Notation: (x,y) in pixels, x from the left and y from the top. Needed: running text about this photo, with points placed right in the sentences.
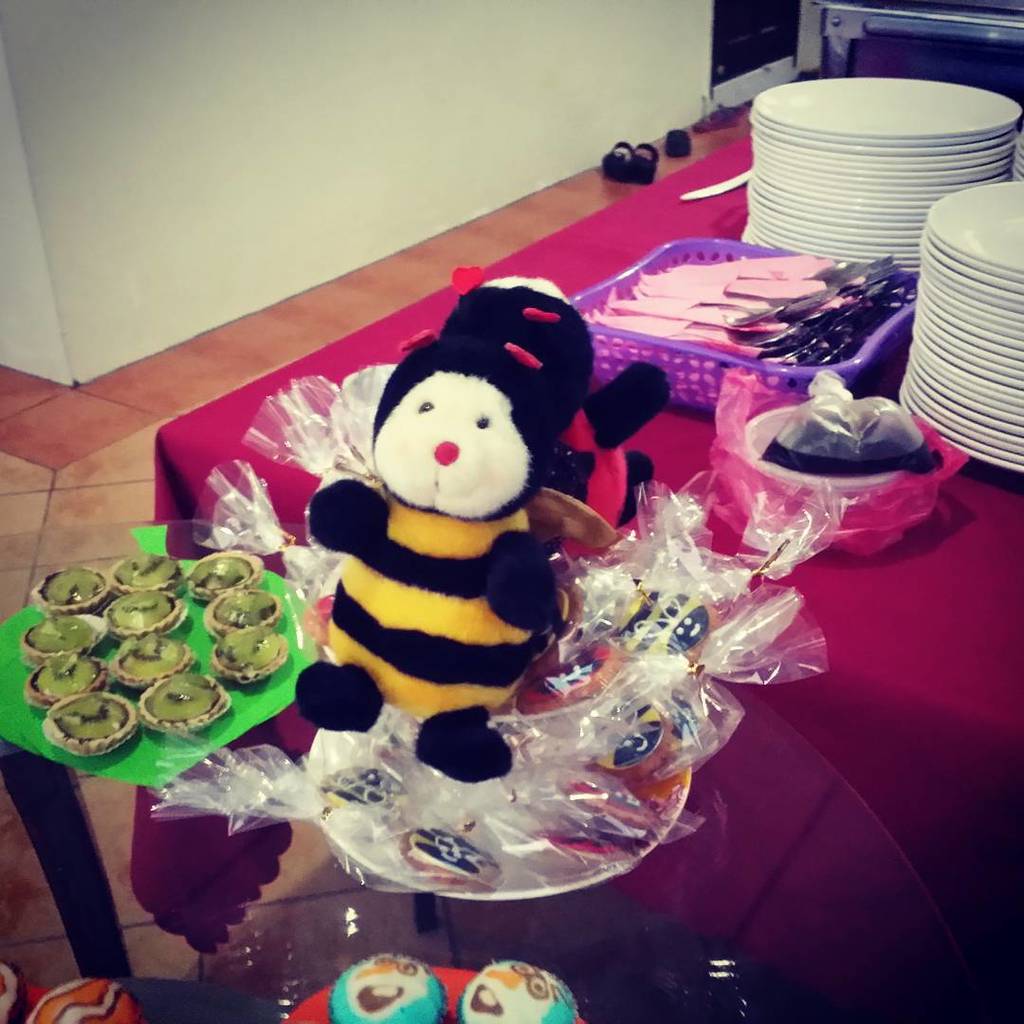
In this image we can see there is a toy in the foreground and on the right side (861,106) there are many plates (979,180) placed one after the other on the table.
